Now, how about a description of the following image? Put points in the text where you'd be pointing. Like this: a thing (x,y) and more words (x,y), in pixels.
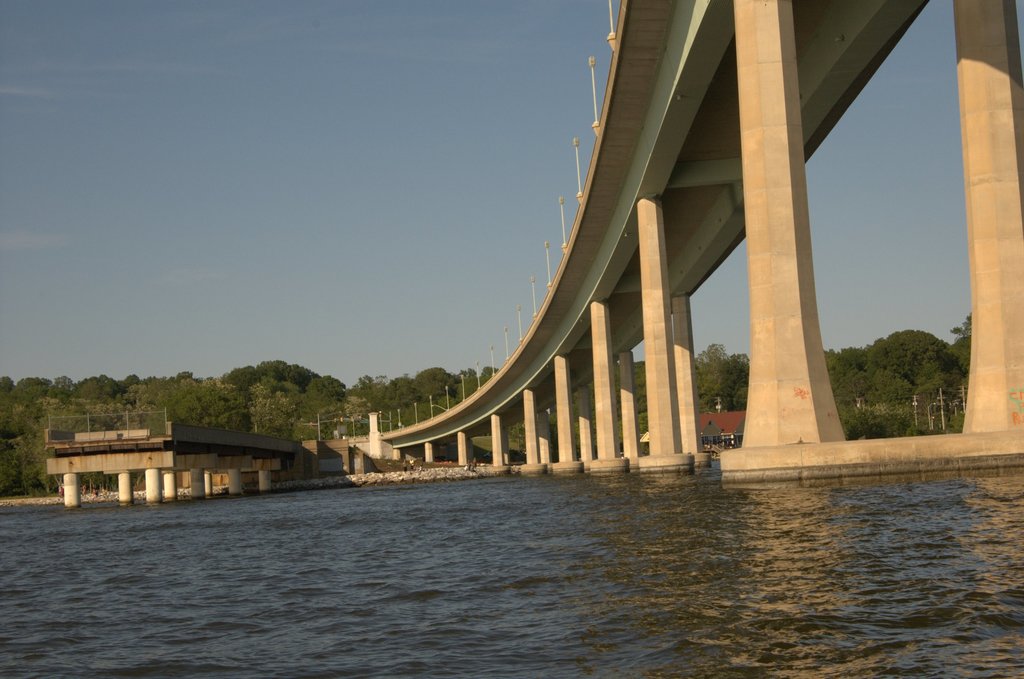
In the foreground of the picture (162,600) there is water (179,600). In the center of the picture (627,410) towards right (737,96) there is a bridge (635,379). In the middle of the picture (362,389) there are trees (119,424), house (704,423), poles (916,396) and a dock (163,448). Sky (204,155) is clear and it is sunny.
